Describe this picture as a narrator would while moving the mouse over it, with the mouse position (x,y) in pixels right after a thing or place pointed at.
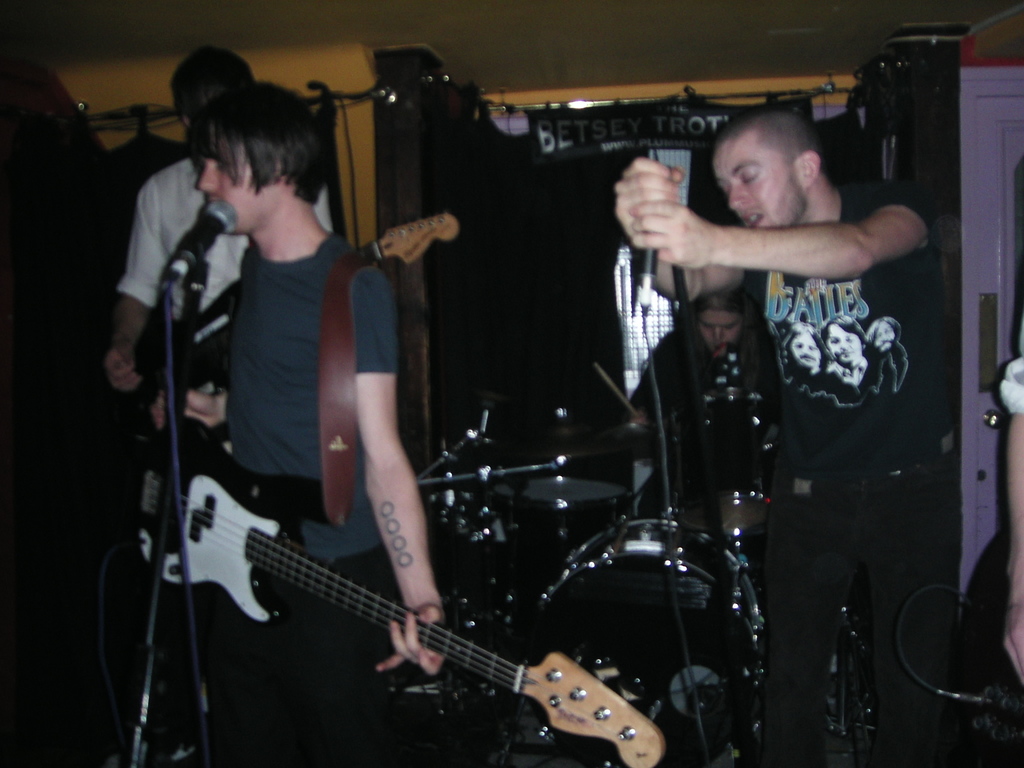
In this image, there are five persons (259,244) visible. In the right bottom (1022,643), one persons hand (1022,658) is visible, next to that a person (905,213) is standing and singing into a microphone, behind that a person (752,348) is sitting and playing drums (716,453). Next to that a person (369,382) is playing a guitar (334,581) and another person (159,288) is standing on the dais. A roof top (584,73) is light brown in color. This image is taken inside a room (190,531).
